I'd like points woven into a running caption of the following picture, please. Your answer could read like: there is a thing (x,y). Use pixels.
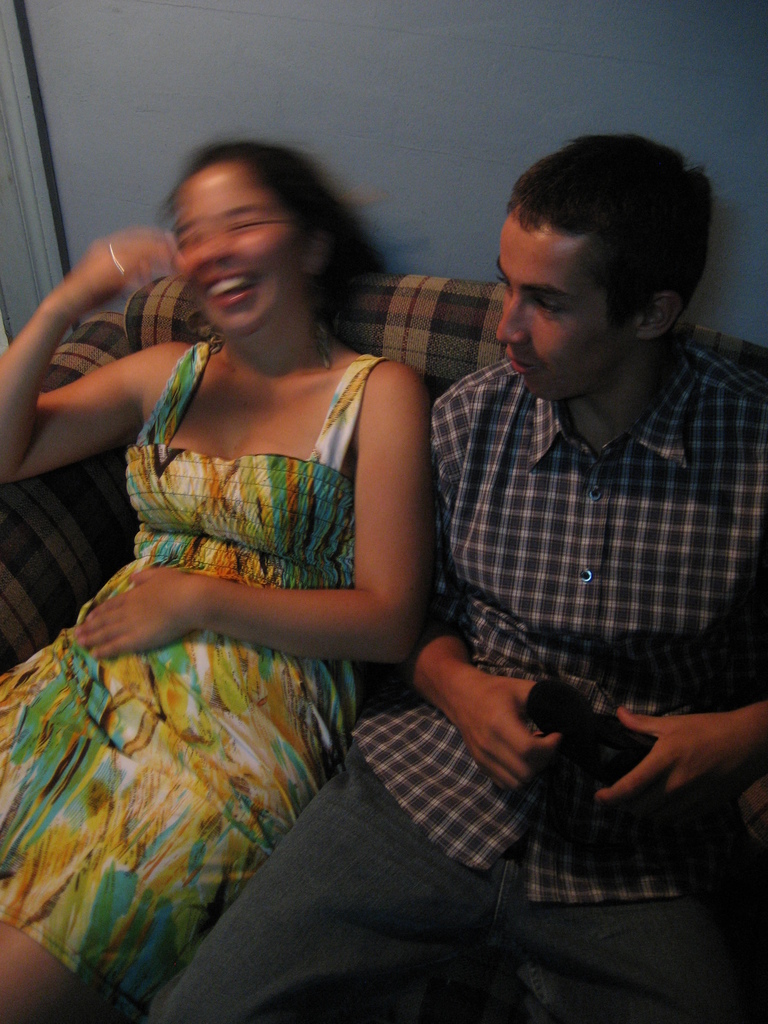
In this picture, we can see two persons (460,685) sitting on sofa (466,369), and we can see a person (525,751) holding an object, we can see the wall (468,75) in the background (500,109).
